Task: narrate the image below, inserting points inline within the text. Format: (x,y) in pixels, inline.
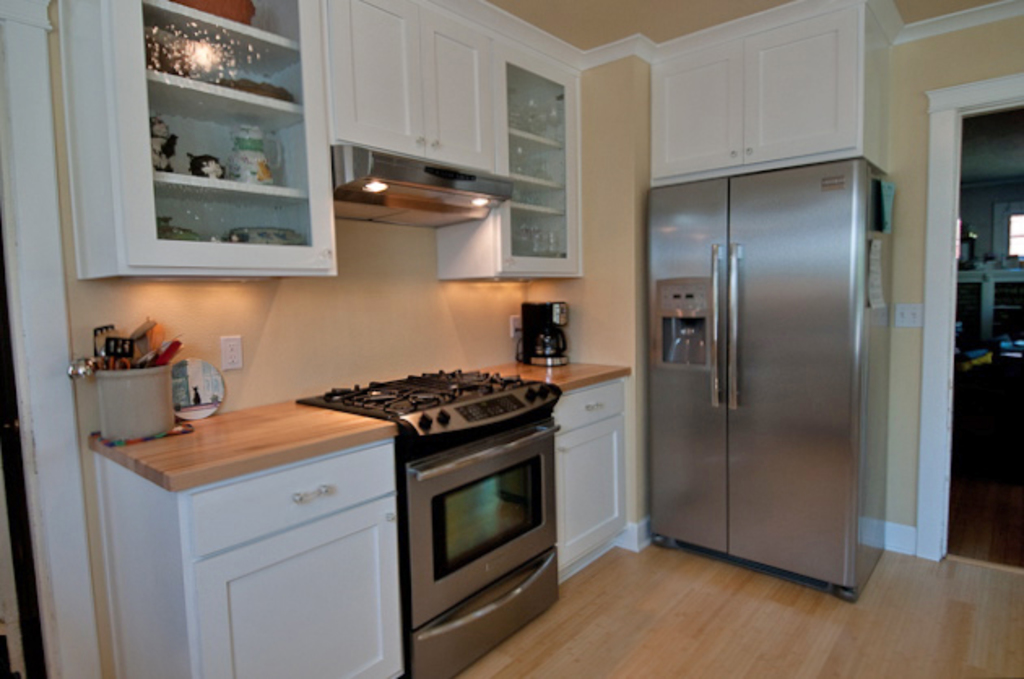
In this picture we can see a kitchen room (687,578), on the left side (327,616) we can see stove (554,564), an oven (463,418), coffee machine (552,334), cupboards (432,135) and a bucket (170,395), there is a refrigerator (780,372) in the middle (662,381), we can see shelves (544,181) on the left side (299,107) there are some glasses (539,243) on these shelves (528,174), on the right side (994,459) there is another room (1010,340), we can see a paper (873,271) pasted on the refrigerator (859,278).
